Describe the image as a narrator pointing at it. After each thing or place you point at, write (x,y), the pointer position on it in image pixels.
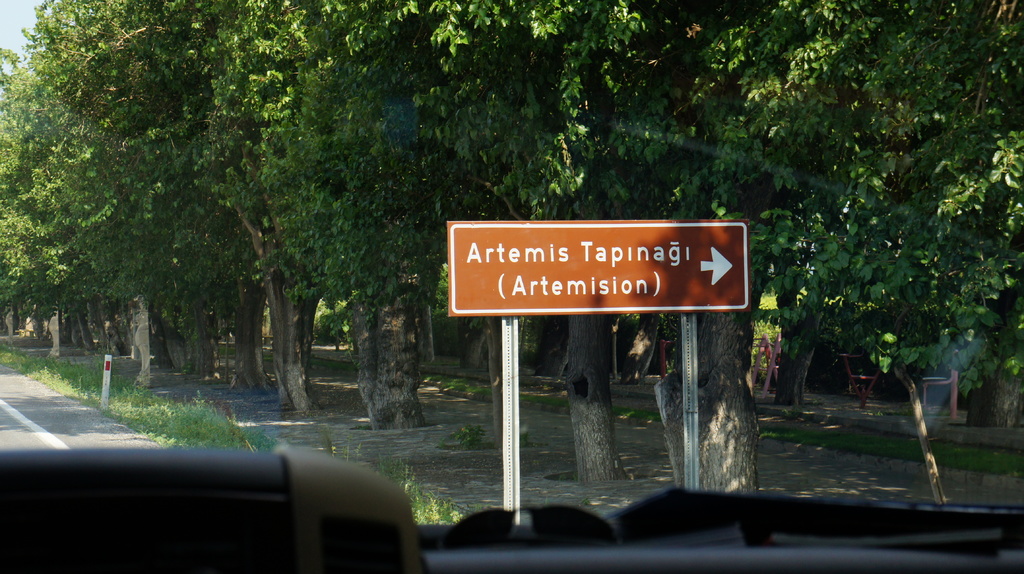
In this picture we can see there are poles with a board (564,264) and behind the board (525,250) there are trees (598,114) and some objects (774,367). In front of the board (579,283), it looks like an inside view of a vehicle (694,543).
